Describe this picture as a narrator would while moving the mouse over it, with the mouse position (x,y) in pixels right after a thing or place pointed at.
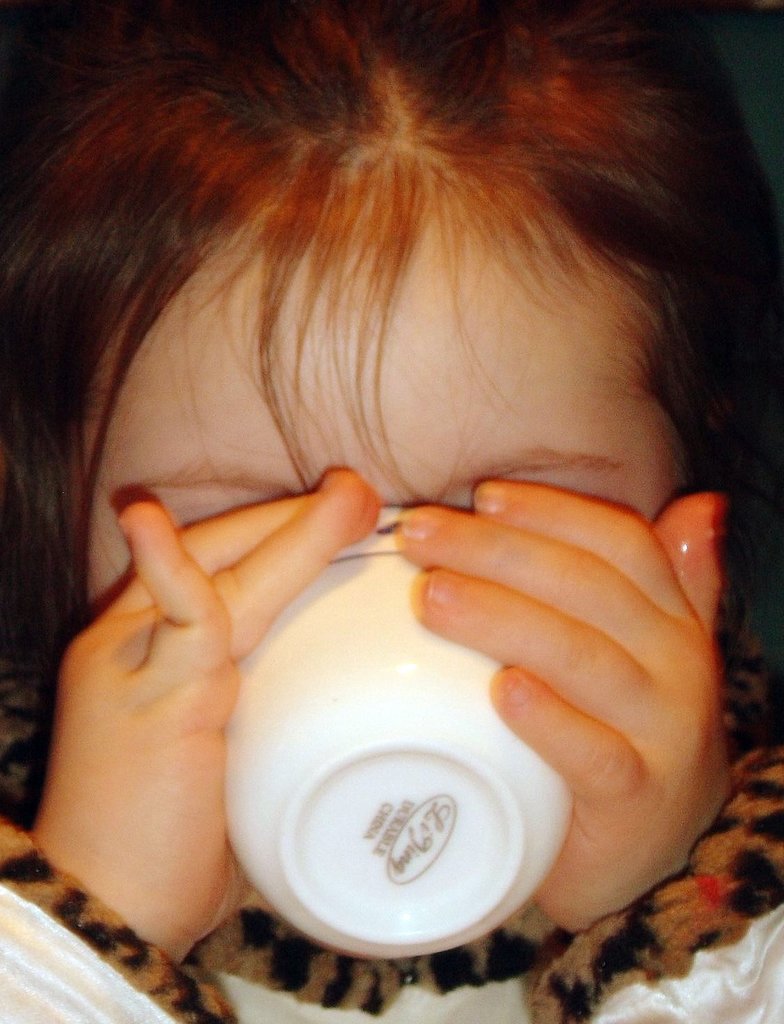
In this image we can see a child (377,499) holding a cup (374,572) in her hands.
